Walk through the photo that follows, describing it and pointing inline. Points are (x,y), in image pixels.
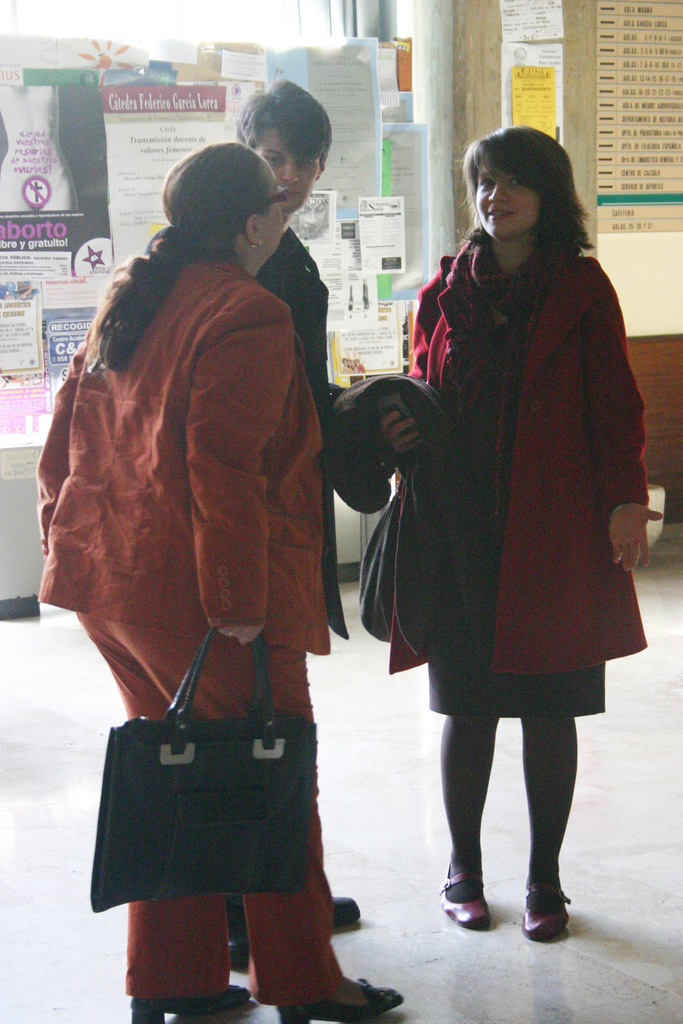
There are three people (325,545) standing on the floor (327,681). On the left (193,747) a woman (184,660) is holding bag (205,792) in her hand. In the background (93,171) there are posters (360,218) and wall (599,260).
